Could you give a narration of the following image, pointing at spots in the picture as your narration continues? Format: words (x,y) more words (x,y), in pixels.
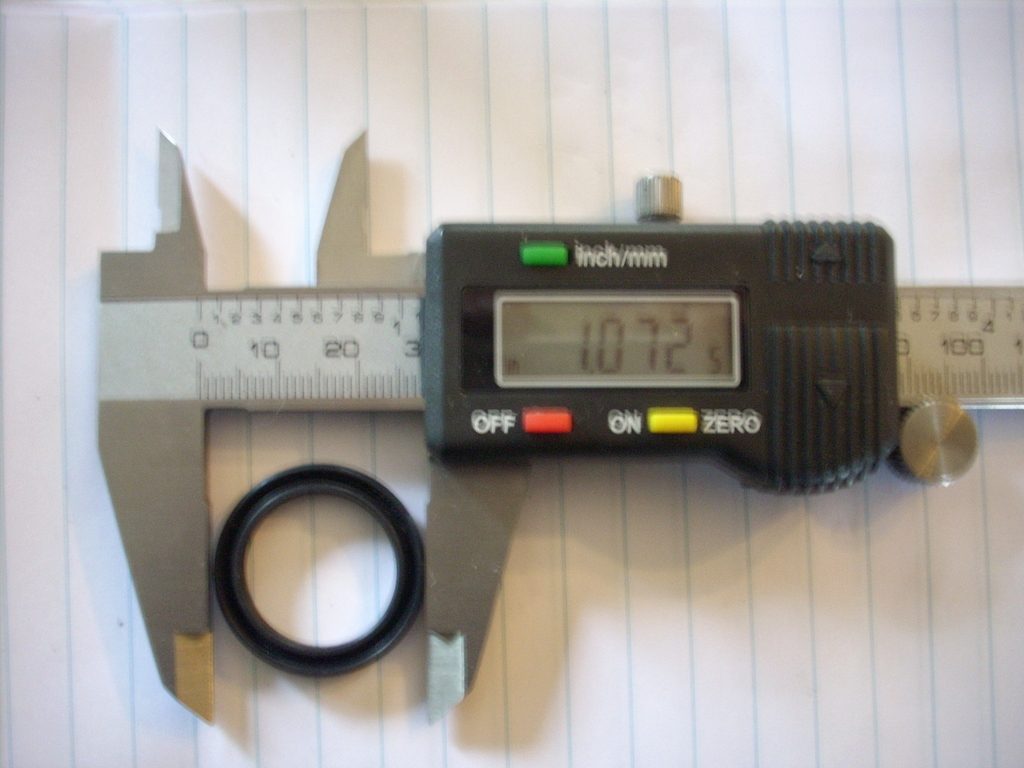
In this picture we can see a digital caliper (349,369) and an object (239,614) on the paper (627,596).
